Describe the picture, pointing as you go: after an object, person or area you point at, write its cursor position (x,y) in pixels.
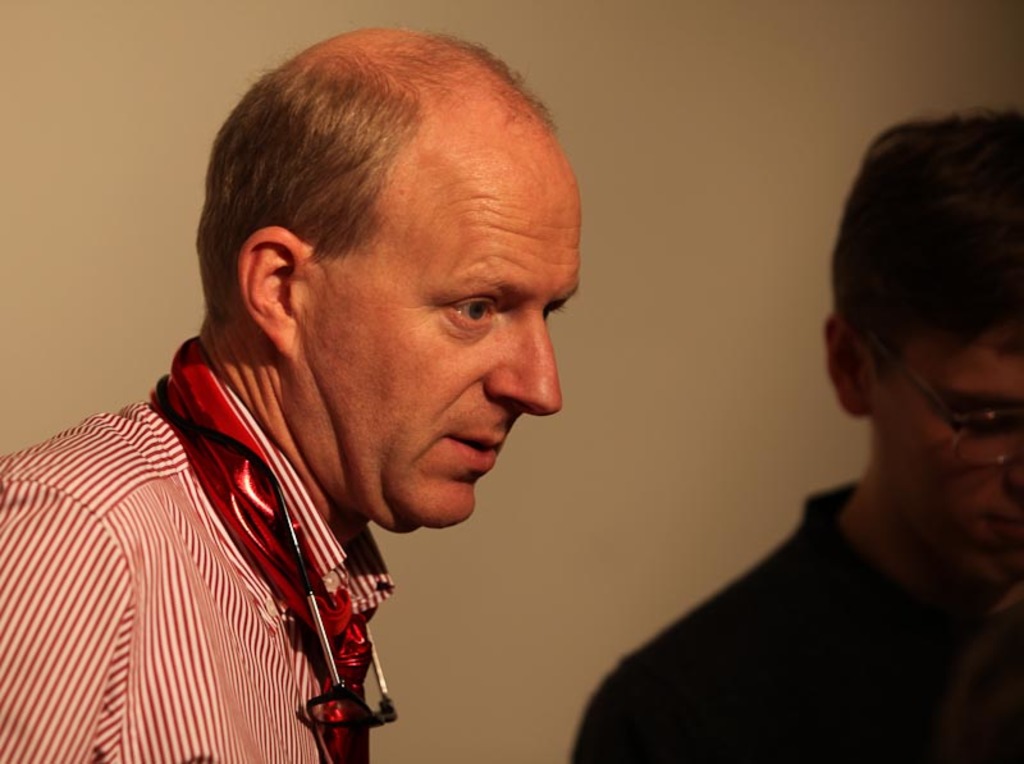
In this image there is one person (856,569) standing at right side of this image (902,619) and there is one person (219,561) is at left side of this image (300,471). There is a wall (654,162) in the background (654,162).
